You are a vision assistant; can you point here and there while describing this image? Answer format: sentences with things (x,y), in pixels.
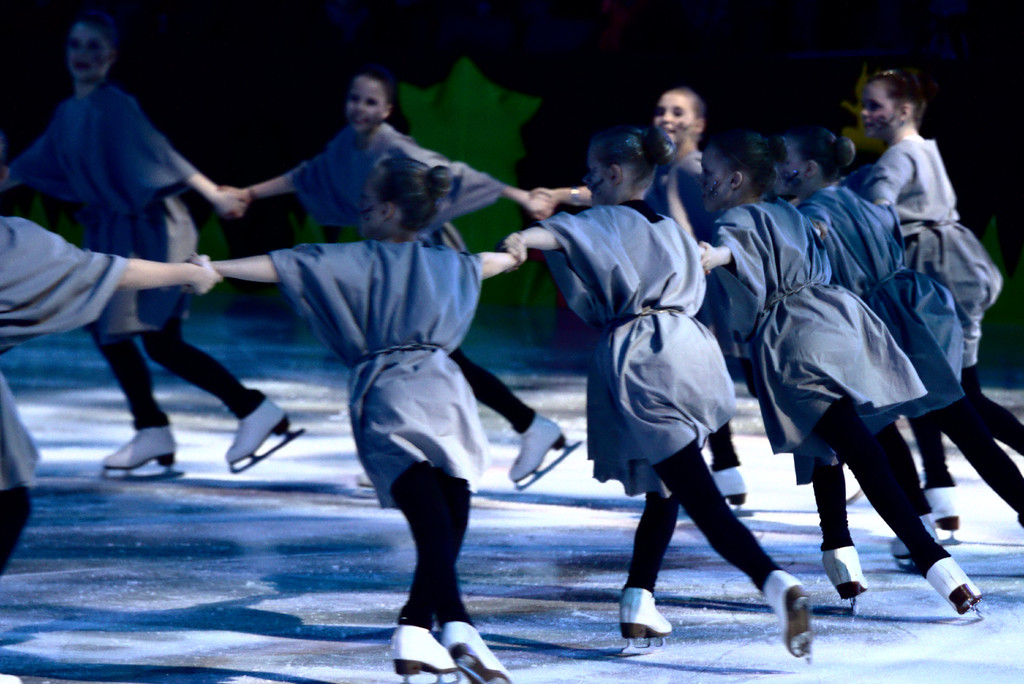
In this picture there are people (236,273) holding hands (236,189) and skating dance. In the background of the image (721,45) it is dark and we can see objects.
